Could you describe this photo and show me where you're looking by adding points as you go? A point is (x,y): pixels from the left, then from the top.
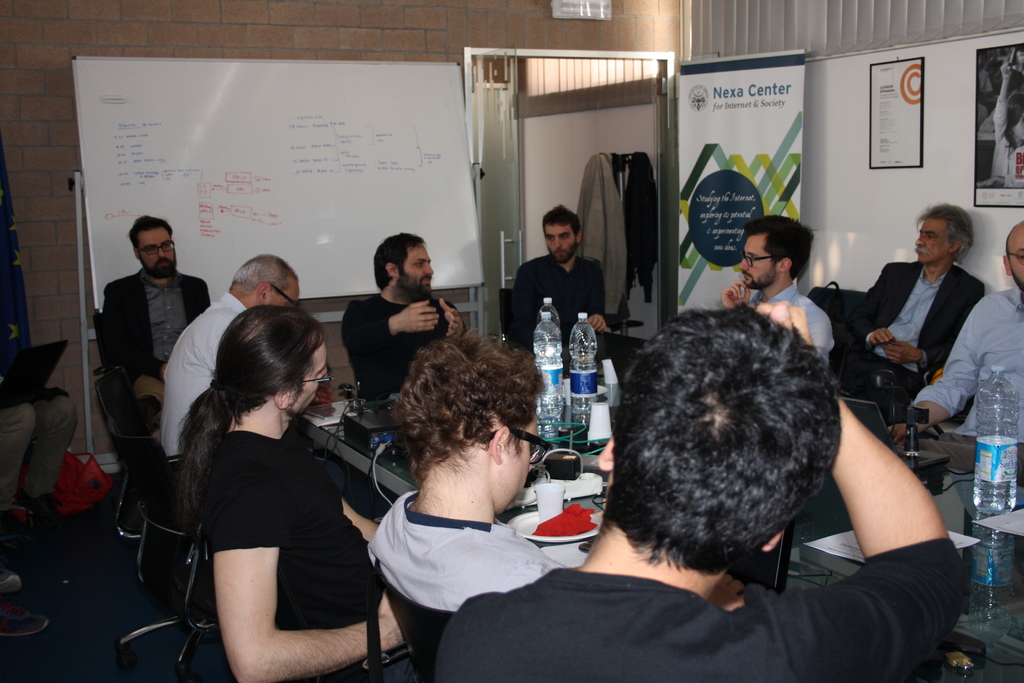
On the background of the picture (419,165) we can see a white board (395,155), door (503,155). Here few clothes (619,194) are hanged over a hanger (617,167). This is a flexi (717,158). These are boards (890,107) over a wall (953,112). Here we can see few persons (771,530) sitting on the chairs (390,648) in front of a table (804,514) and on the table (991,536) we can see glass (552,489), plate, water bottles (992,445). Here we can see one man (36,410) sitting and there is a laptop (38,387) in his lap (64,409).
